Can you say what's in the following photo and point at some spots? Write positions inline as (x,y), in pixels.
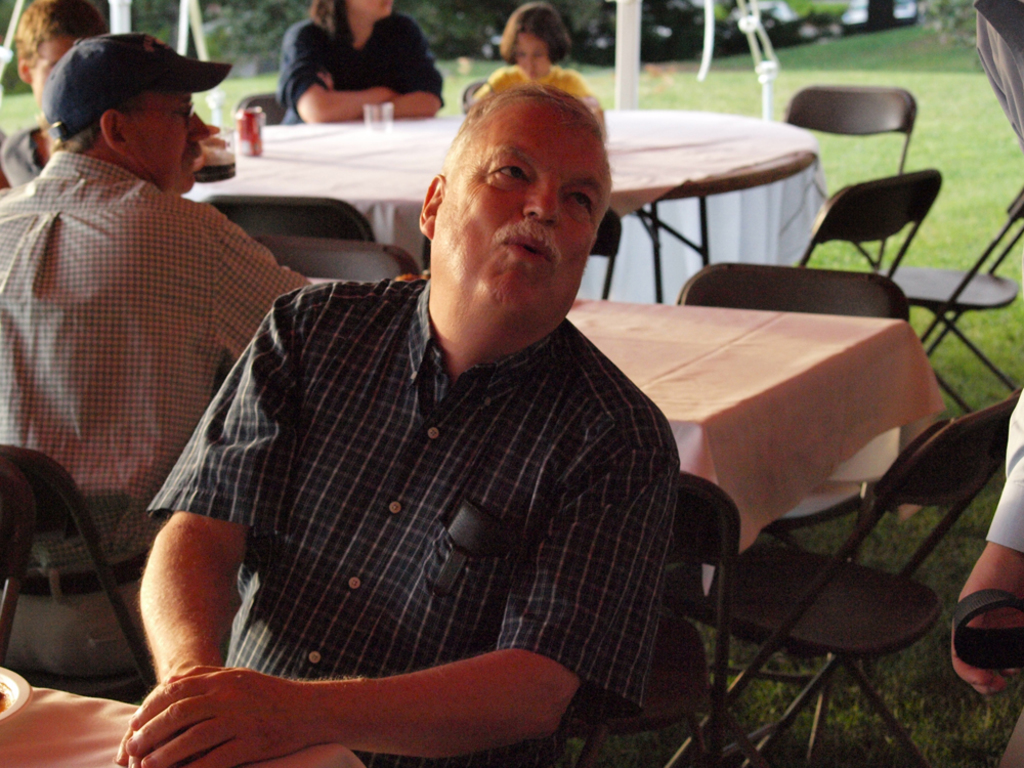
This image consists of a group of people (352,324) sitting on the chair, in front of the table (619,159), at dining table (711,166) where glass (376,122), juice can (251,142) is kept. On both side of the image there are trees (726,47) visible and a grass (932,62) visible. This image is taken during day time in a lawn area (886,147).
